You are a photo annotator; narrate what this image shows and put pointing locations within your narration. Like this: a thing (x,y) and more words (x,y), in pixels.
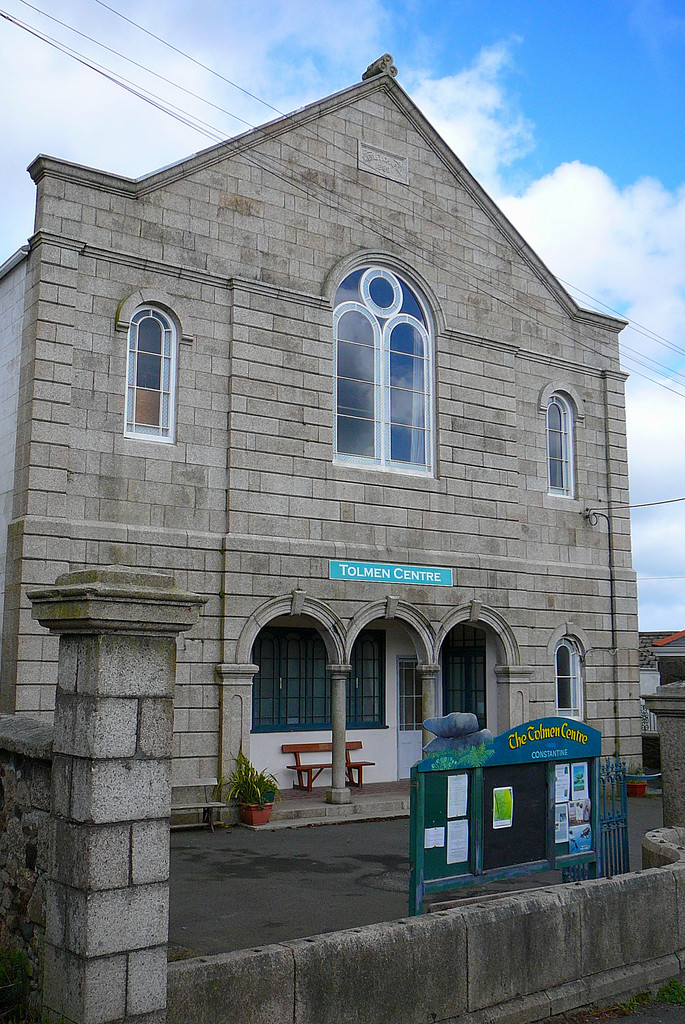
This is the picture of a building (338,460). In this image there is a building (135,530) in the foreground (370,154). There is a board (435,877) behind the wall (422,930), on the board (442,848) there are papers (467,805) and posters (582,768). At the back (404,755) there are plants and there is a bench (309,765) and there are windows (275,729) and there is a door (404,707) and there is a text (410,580) on the building (422,536). There are buildings (674,654) on the right side of the image (682,651). At the top (627,91) there is sky (619,76) and there are clouds (486,178) and there are wires (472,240).
